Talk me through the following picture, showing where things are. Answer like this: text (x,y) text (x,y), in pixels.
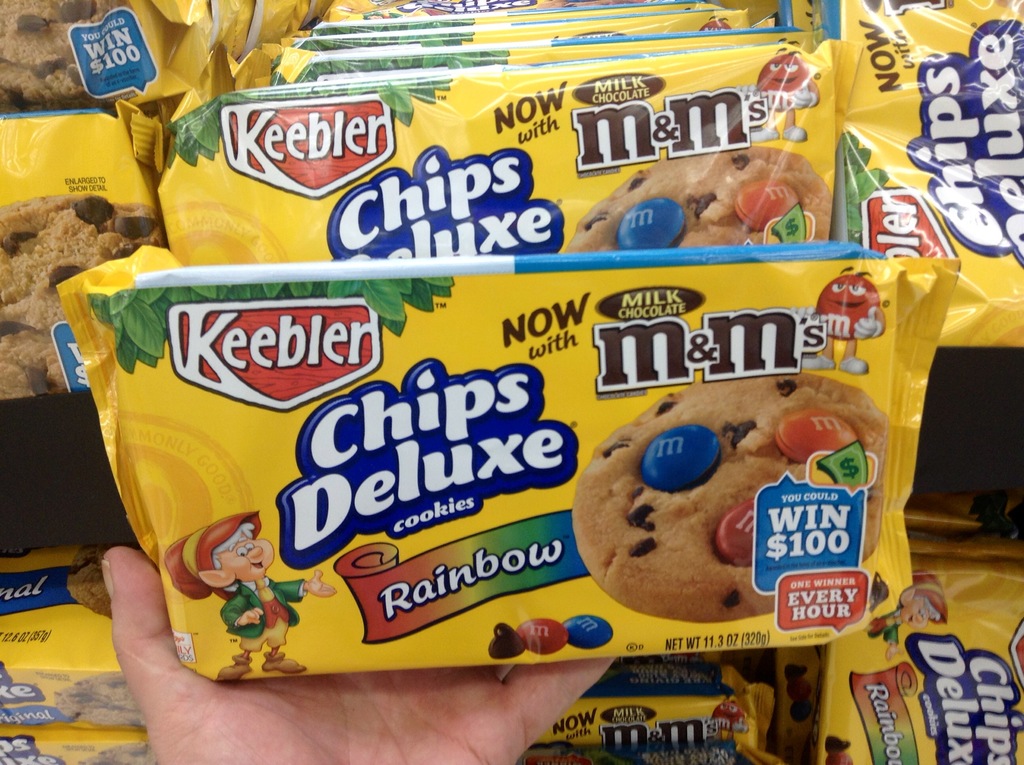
In this image we can see a biscuit packet (281,486) in the person's hand (242,691), there we can see few biscuit packets (355,135) in racks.
